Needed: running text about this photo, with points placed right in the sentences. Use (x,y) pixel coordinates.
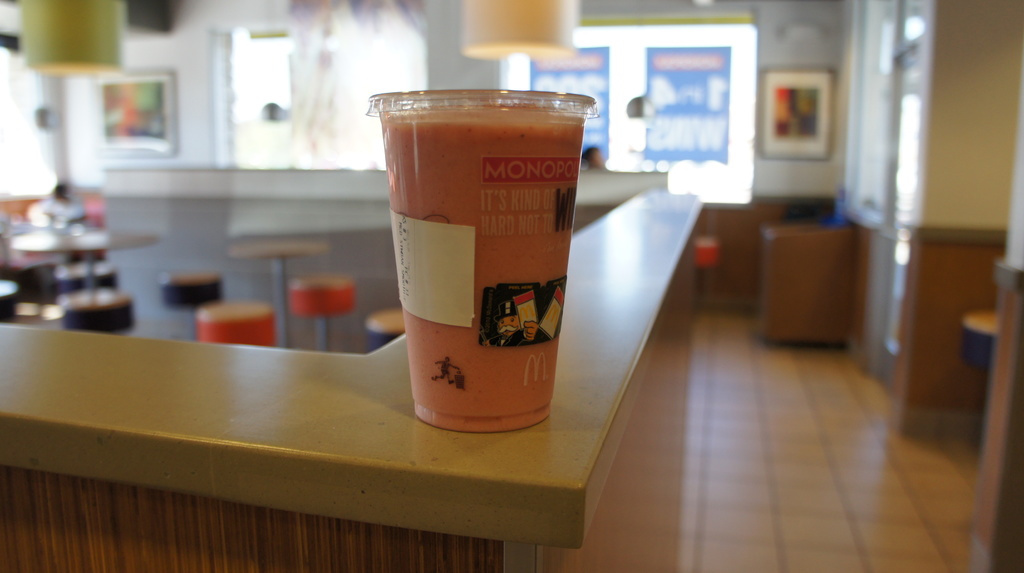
There is a glass (474,268) of drink (453,189). There are tables (258,246) and stools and the background (159,229) is blurred.
